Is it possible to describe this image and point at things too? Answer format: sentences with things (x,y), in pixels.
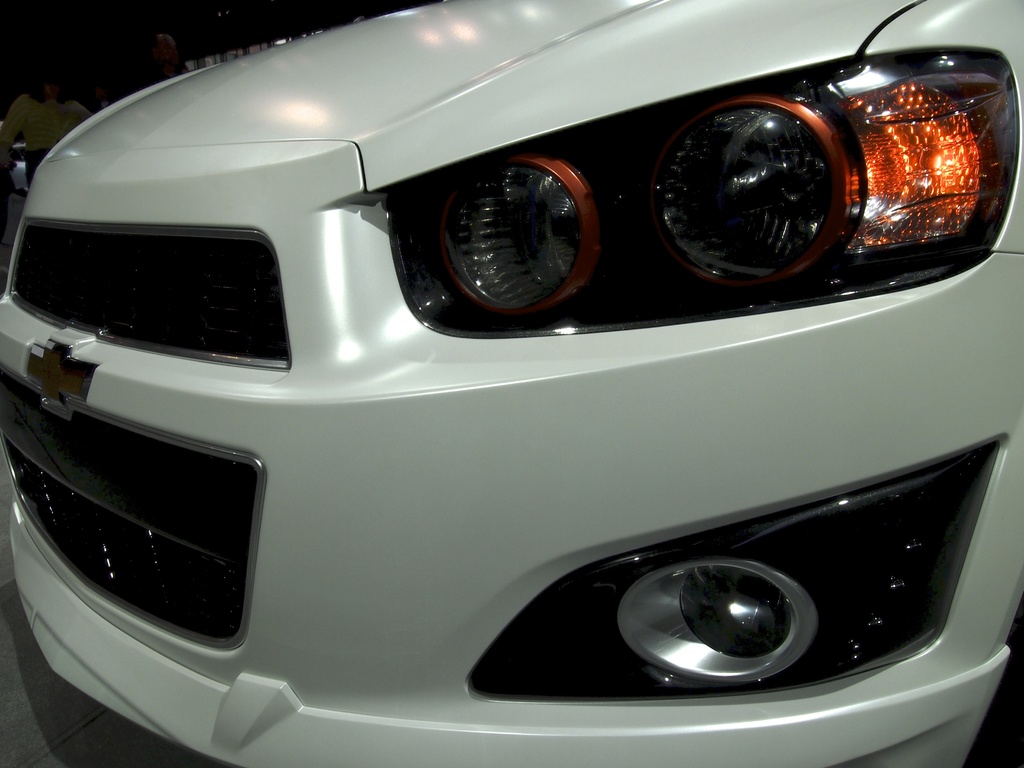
In the image we can see front part of a vehicle (718,7). In the top left corner of the image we can see few people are standing.
